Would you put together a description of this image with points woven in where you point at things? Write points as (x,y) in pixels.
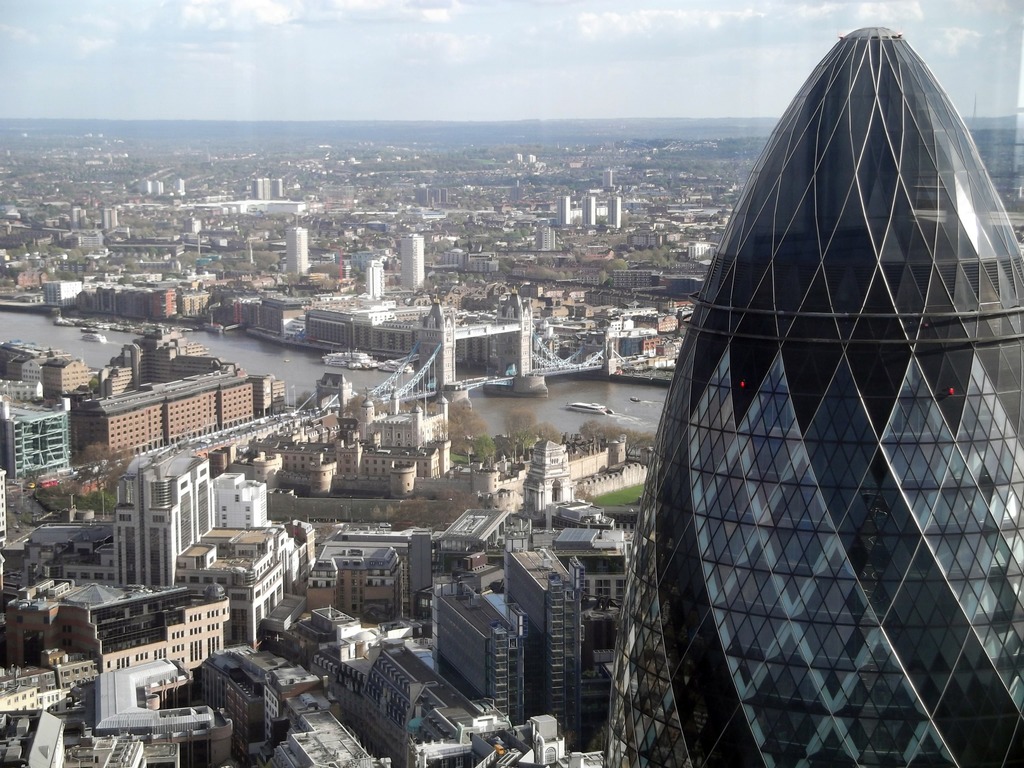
In this image at the bottom (481,625), there are buildings (461,621), trees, boats (592,404), water (588,383), bridge (531,380). On the right (964,392) there is a tower (877,327). At the top (420,118) there are sky (489,87) and clouds (294,29).
